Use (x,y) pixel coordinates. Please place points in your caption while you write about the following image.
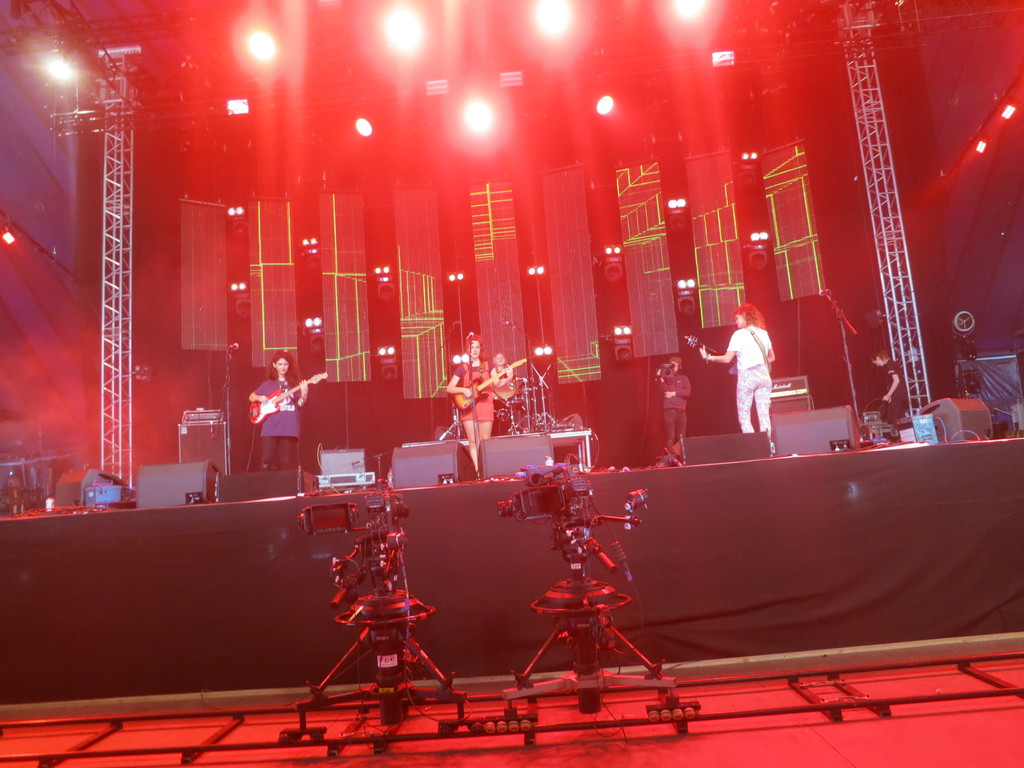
In this image, in the middle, we can see two cameras (395,585). In the middle (353,498), we can see a stage (465,518), on the stage (1023,475), we can see three people (473,350) are playing a musical guitar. In the background (512,457), we can also see some musical instrument (505,419), speaker (495,457). On the right side (888,409), we can see a person (889,371). At the top (54,117), we can see some metal instrument (69,129), lights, at the bottom (822,678), on the stage (911,460), we can see an electronic instrument (749,456) and a floor (928,748).
